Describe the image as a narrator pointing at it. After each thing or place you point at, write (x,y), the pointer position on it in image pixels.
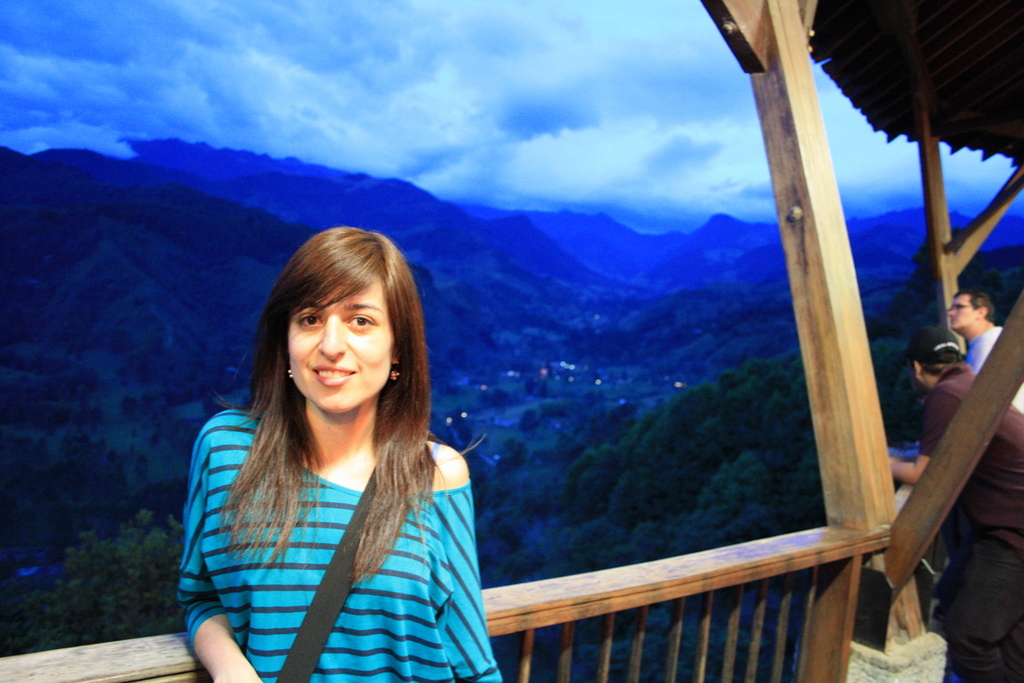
There is a lady (362,591) standing near to a wooden railings (673,636). In the back (358,196) there are hills (700,283) and sky (414,87) with clouds (363,51). On the right side (930,384) there are people (958,393) and wooden poles (813,240).
